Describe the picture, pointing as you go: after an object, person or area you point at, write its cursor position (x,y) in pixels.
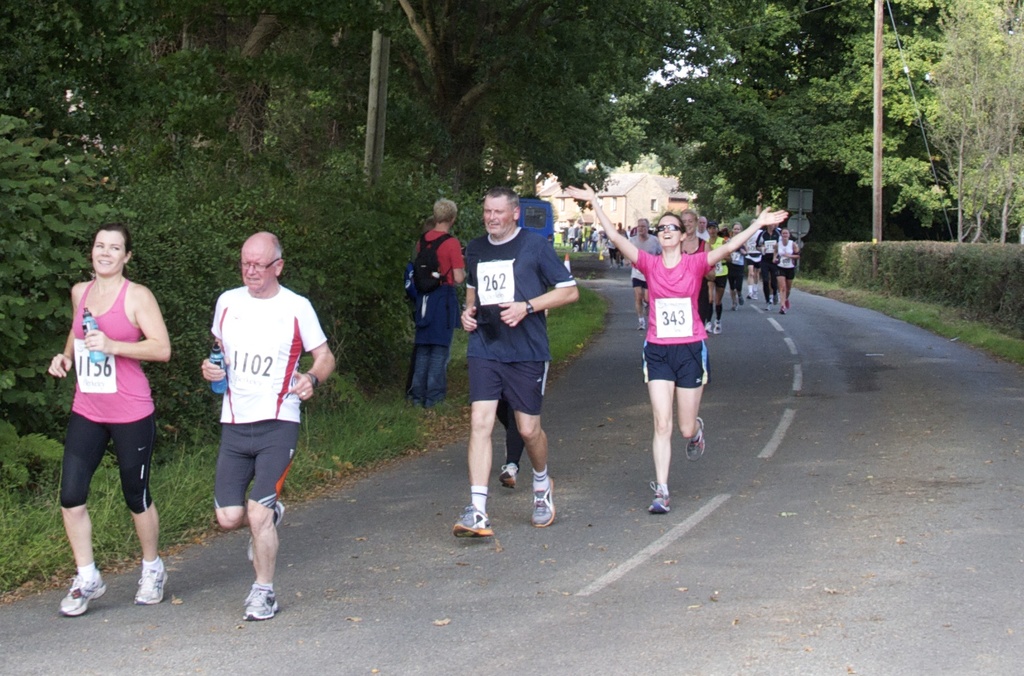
Few people (474,305) running on the road (297,557), this person (425,306) standing and wore bag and these two people (259,370) holding bottles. We can see grass (398,404) and plants (414,227). In the background (481,222) we can see trees (850,163) and houses (627,216).
